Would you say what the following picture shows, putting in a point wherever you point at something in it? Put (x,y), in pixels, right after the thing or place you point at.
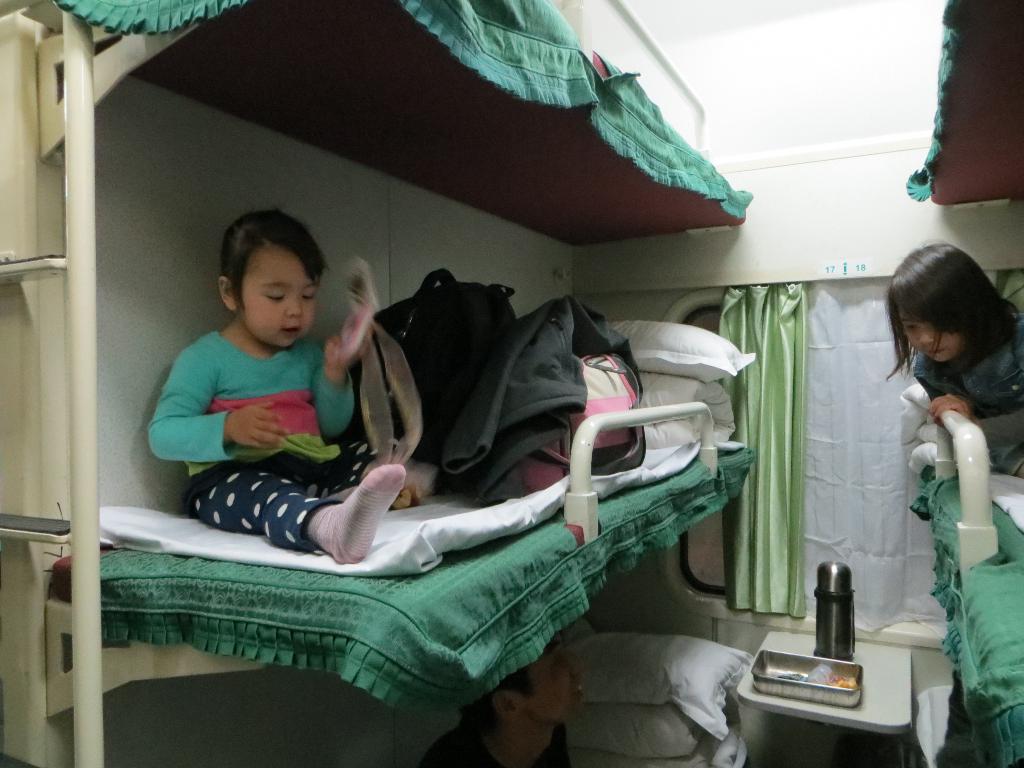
This picture shows a girl (304,464) sitting on the seat (372,557) beside the luggage (485,314). In front of her, there is another girl (954,364) in the seat (994,502). In the background (771,474) there is a curtain (790,443) and a water bottle (832,650) placed on the table (890,687).
